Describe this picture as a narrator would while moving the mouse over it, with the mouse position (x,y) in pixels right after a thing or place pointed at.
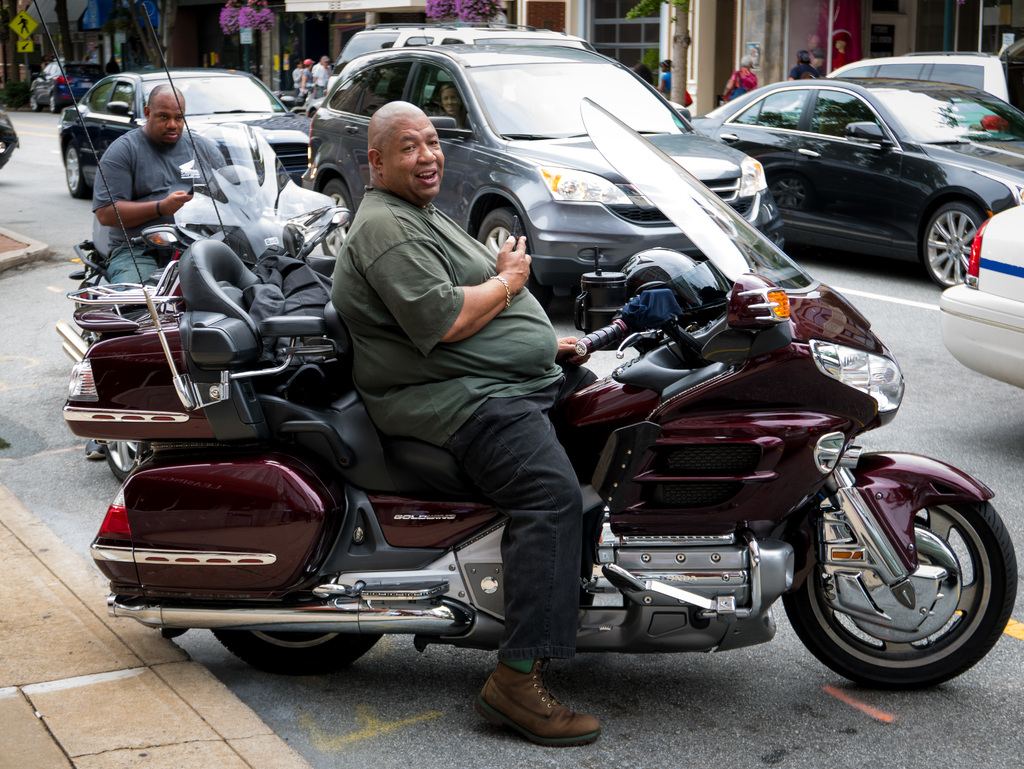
Here we can see a couple of old men (420,239) sitting on motor bikes (325,331) and behind them we can see cars (871,116) present.
